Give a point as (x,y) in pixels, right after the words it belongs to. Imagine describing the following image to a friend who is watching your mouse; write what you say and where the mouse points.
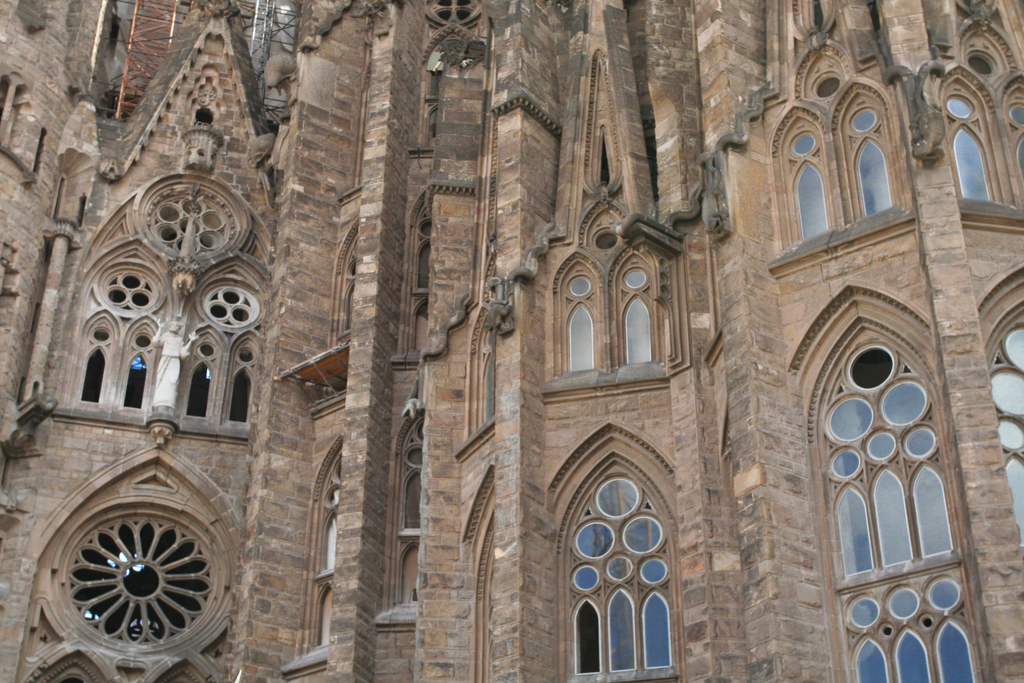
In the image there is a building (476,410) in the front (542,544) with many windows (586,611) all over it.
